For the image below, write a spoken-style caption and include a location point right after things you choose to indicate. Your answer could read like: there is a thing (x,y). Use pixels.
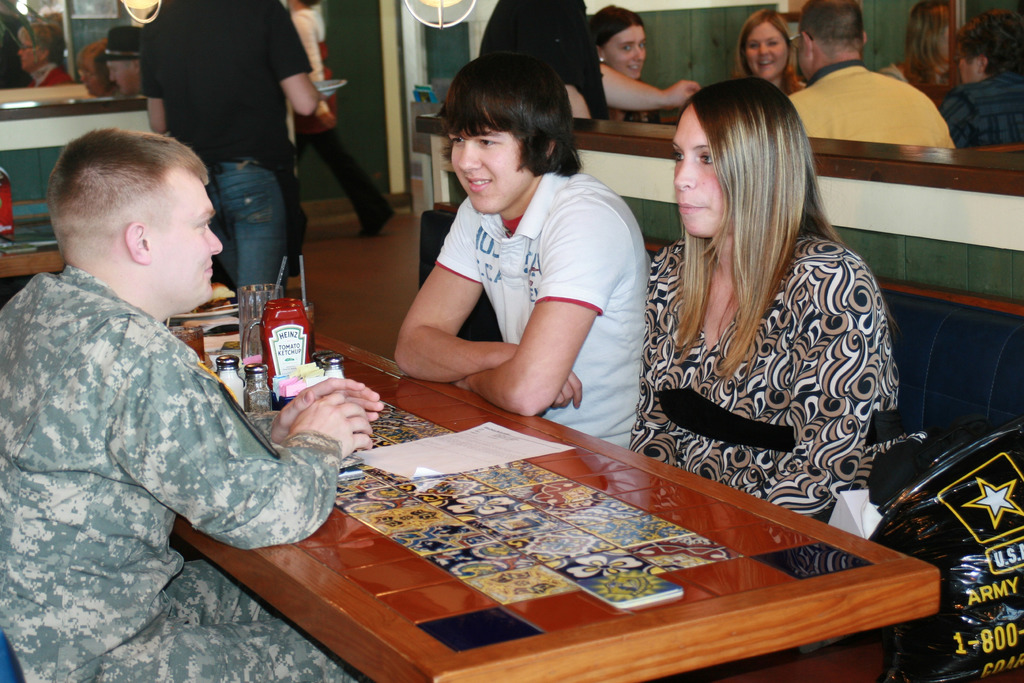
In this image there are group of people (810,320) sitting on the couch (937,373). On the table (568,536) there is a stand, glass (249,308) and a paper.
